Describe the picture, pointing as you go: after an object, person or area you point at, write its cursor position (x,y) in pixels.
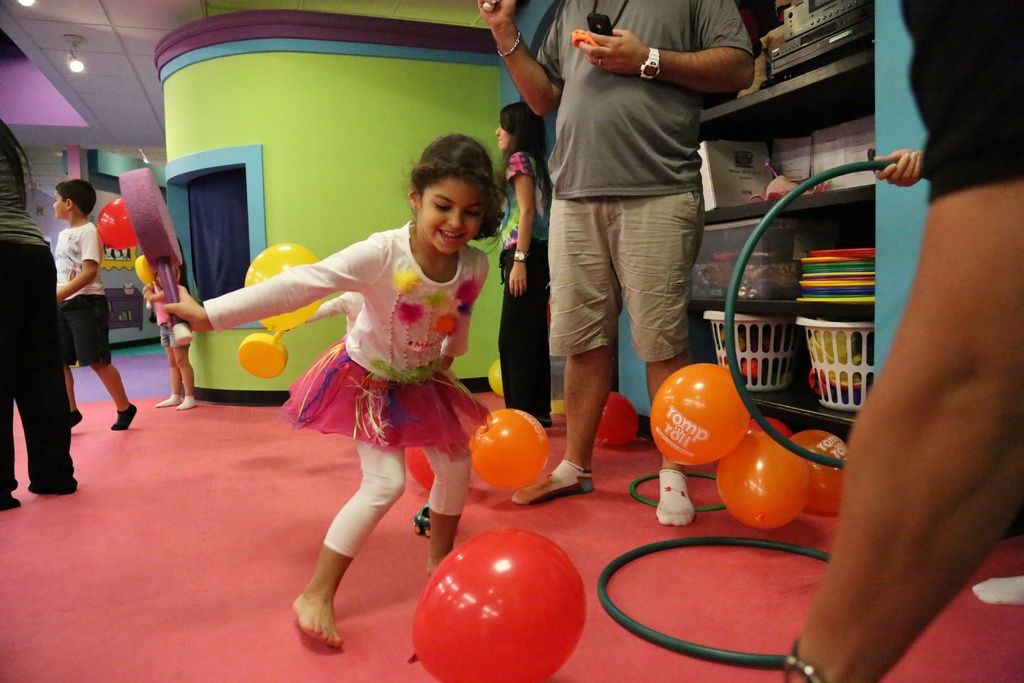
Here in this picture in the middle (446,294) we can see a child (431,331) trying to play with the balloon (487,577) present on the floor (408,588) in front of her and we can see she is smiling and we can see other people (41,267) and children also standing on the floor (162,419) over there and we can also see other balloons (676,426) also present and on the right side (897,171) we can see a person (883,179) holding a ring (728,324) in hand (910,172) and in the racks (812,211) we can see baskets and bins (763,257) present over there and we can see lights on the roof (73,74) present over there.
